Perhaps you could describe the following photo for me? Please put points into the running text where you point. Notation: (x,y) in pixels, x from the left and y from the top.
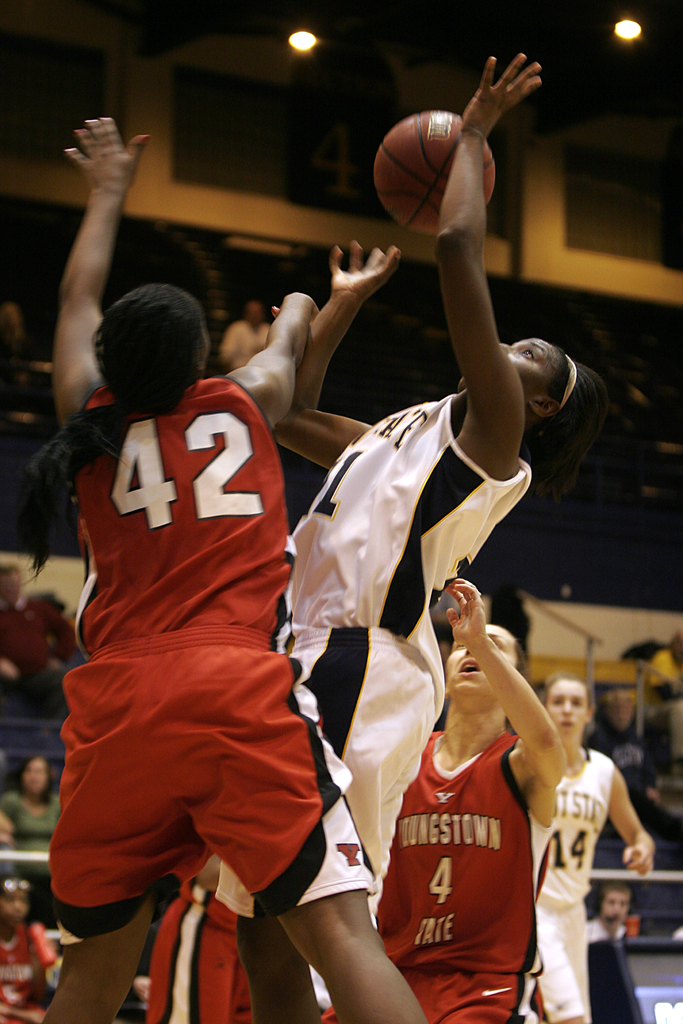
In this image we can see a few people (291,603) are playing basketball. There are few audience (30,761) are watching the game.
